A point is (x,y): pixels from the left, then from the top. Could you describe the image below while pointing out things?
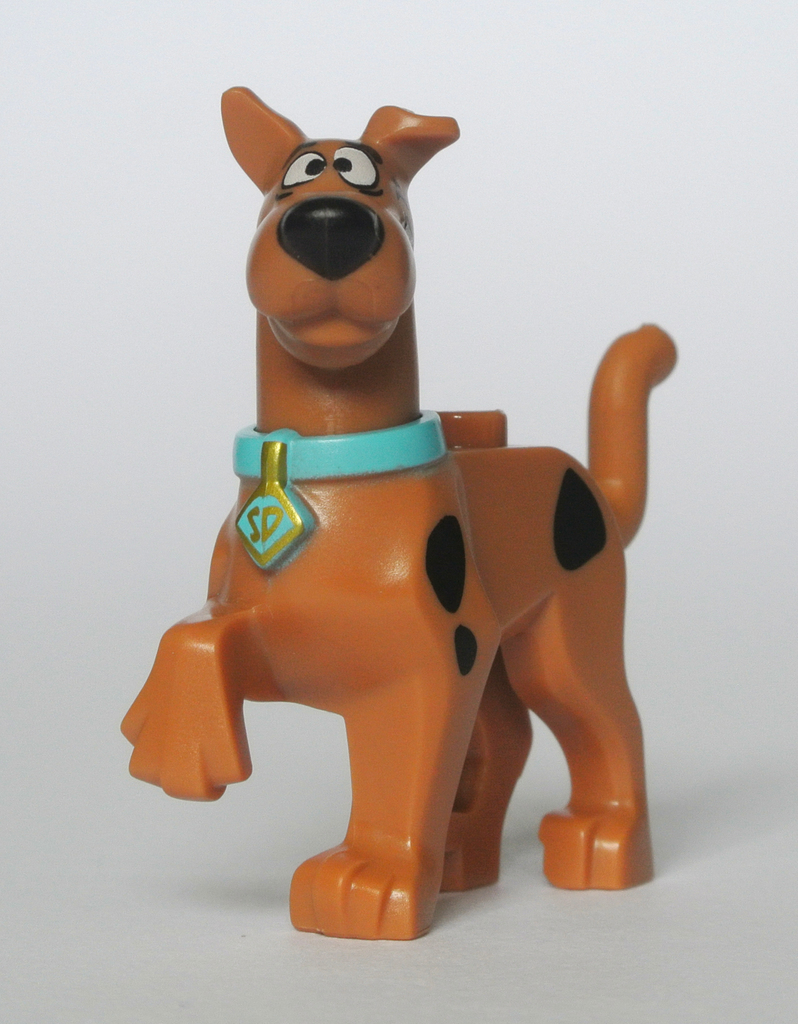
This is the picture of a dog (331,706) which is in brown and black in color and it has some blue color belt (433,443) around the neck (325,424).
